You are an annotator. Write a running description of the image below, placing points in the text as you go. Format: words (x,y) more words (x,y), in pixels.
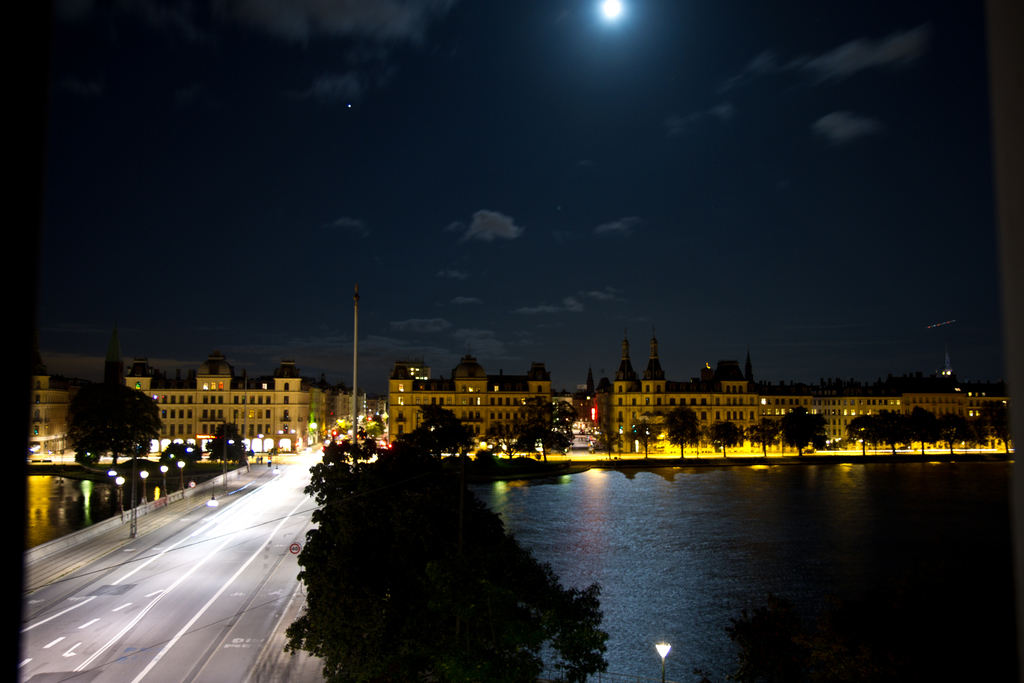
This is a night view of a city (206,383). In this image there is a road (249,518) with street lights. On the right (792,545) and left side of the image (43,481) there is a river (633,472) and trees (365,531). In the background (277,424) there are buildings (181,424) and a sky (500,260).
